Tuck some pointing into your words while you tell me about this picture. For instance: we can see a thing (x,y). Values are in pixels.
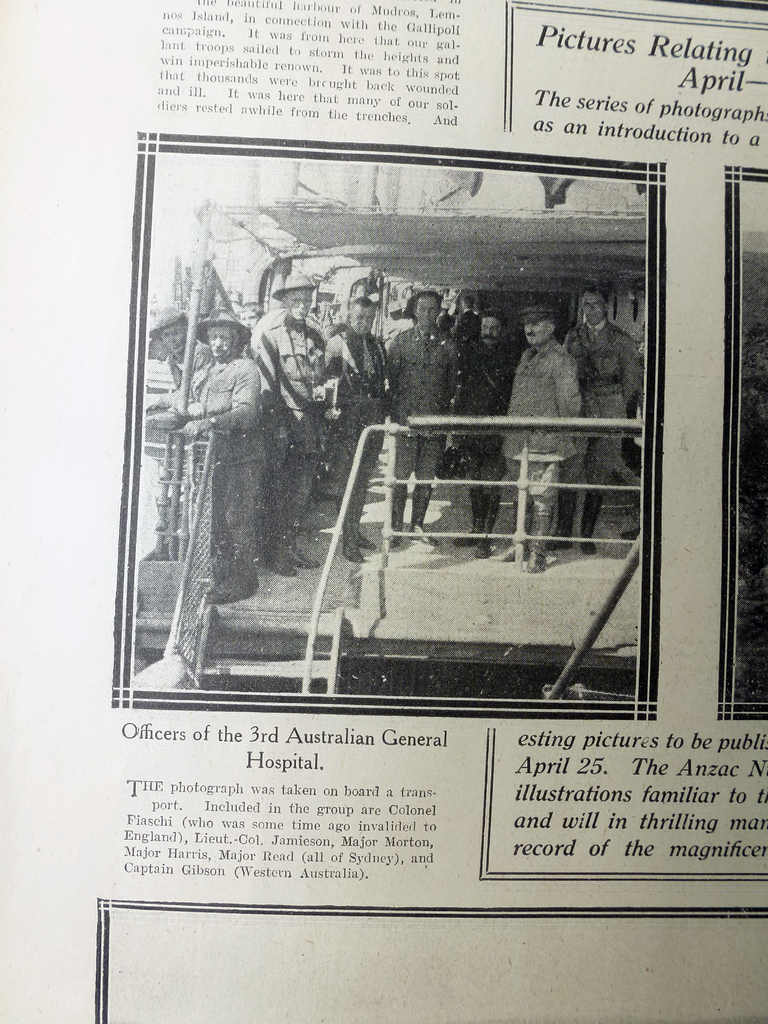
In this picture I can see there is an article (696,376) and there is a picture (289,563) of few people (291,523) standing and there are few stairs (303,638) and there is something written at the top (351,81) and bottom of the image (259,827).
